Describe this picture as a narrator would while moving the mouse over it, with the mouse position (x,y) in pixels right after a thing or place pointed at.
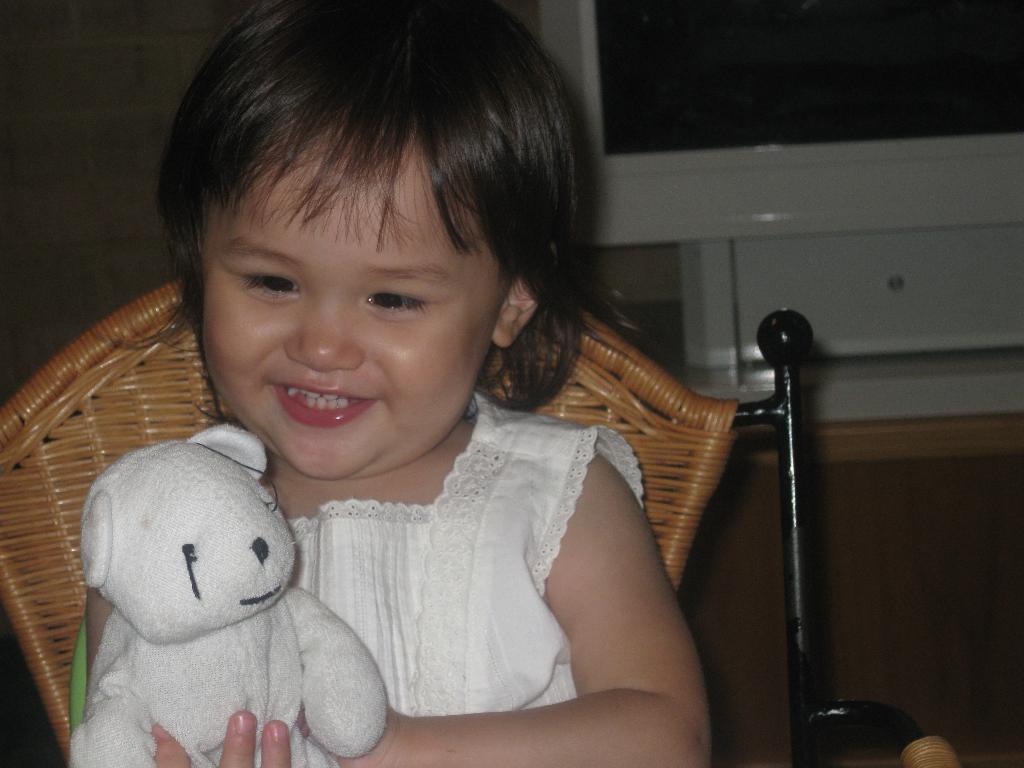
In this image I can see the person (593,560) sitting on the chair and holding the toy (159,605) and the person (468,597) is wearing white color dress (452,547). In the background (768,127) I can see the screen (824,145) on the wooden surface (892,470).
